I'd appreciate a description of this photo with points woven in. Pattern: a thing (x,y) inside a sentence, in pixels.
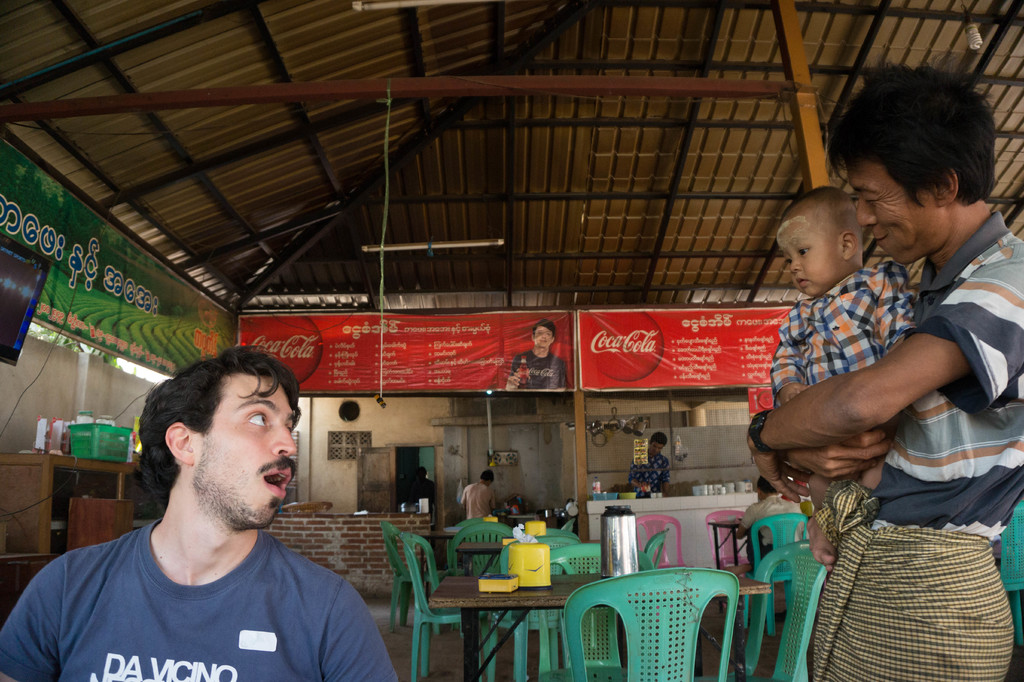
In this image I can see a person (199,572) wearing a blue t-shirt (219,629) is sitting on the chair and to the right side of the image (912,430) I can see a person (923,452) wearing a t-shirt (958,425) Standing and holding a baby (797,261) in his hands (811,454). In the background (507,600) I can see a table (521,600), few empty chairs (649,604), few banners (527,360), the ceiling (601,248), a light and few people (476,501) standing.
